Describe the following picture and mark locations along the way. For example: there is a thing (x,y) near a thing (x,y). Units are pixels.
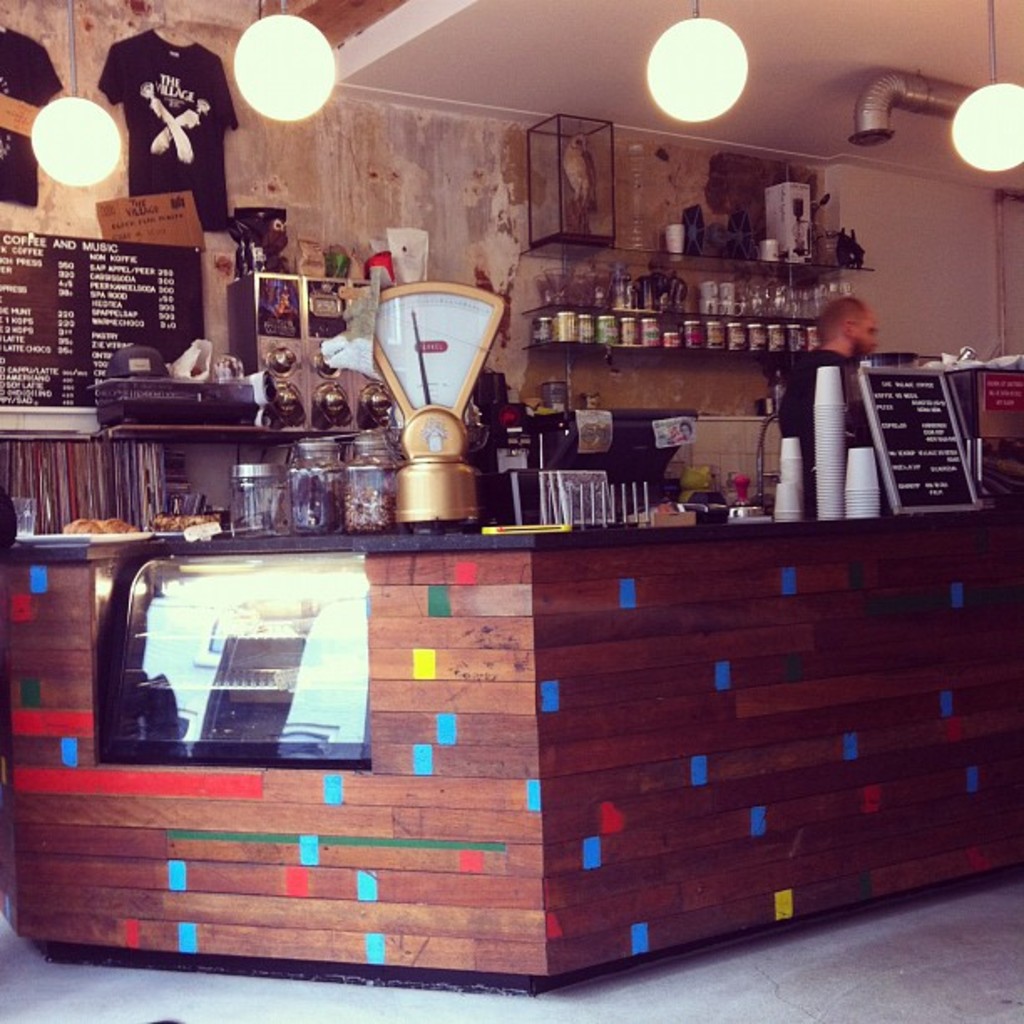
In the center of the image (370,545) there is a stall (246,583) on which there are jars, glasses (874,489). In the background of the image (470,272) there is wall (276,133) on which there is a t-shirt (147,166). There is a information board (79,292). At the top of the image (509,34) there is ceiling (734,117) with lights (1023,128). To the right side of the image (835,336) there is a person (824,343). At the bottom of the image (804,937) there is floor (779,979).
